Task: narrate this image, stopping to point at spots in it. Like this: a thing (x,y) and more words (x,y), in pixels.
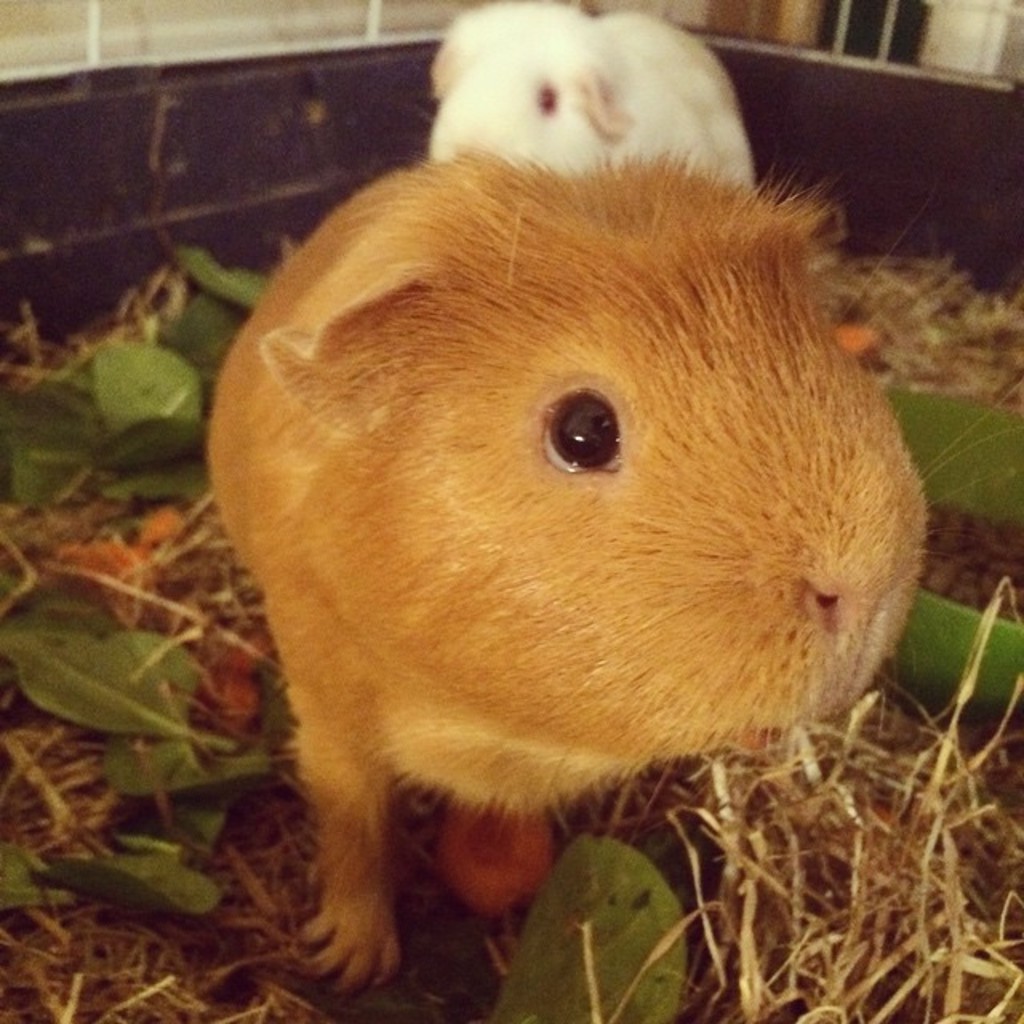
In this image I can see an animal (526,528) which is brown in color and another animal (586,147) which is white in color on the grass (209,527) and I can see few leaves (151,673) which are green in color.
